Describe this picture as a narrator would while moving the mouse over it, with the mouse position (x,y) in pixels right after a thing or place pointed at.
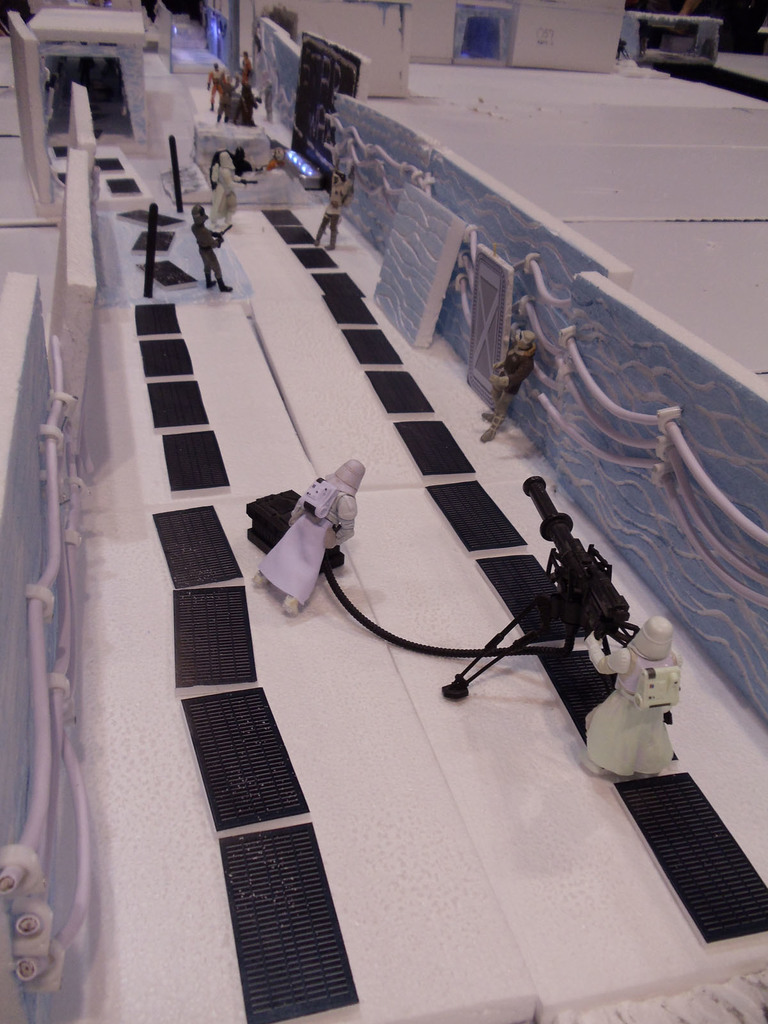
In this picture, we see the toys (324,506) which are holding some electronic goods (586,577). We see these toys (242,112) are placed on the white table (506,851) or thermocol (376,753). Beside that, we see an objects (274,855) in black color which looks like the solar panels (172,274). On either side of the panels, we see the walls (557,337), which are made up of thermocol (602,325). We even see the railing (624,409) and this wall (626,407) is in blue color. In the background (433,63), we see a building (555,66) in white color. This picture might be clicked in the science fair.
